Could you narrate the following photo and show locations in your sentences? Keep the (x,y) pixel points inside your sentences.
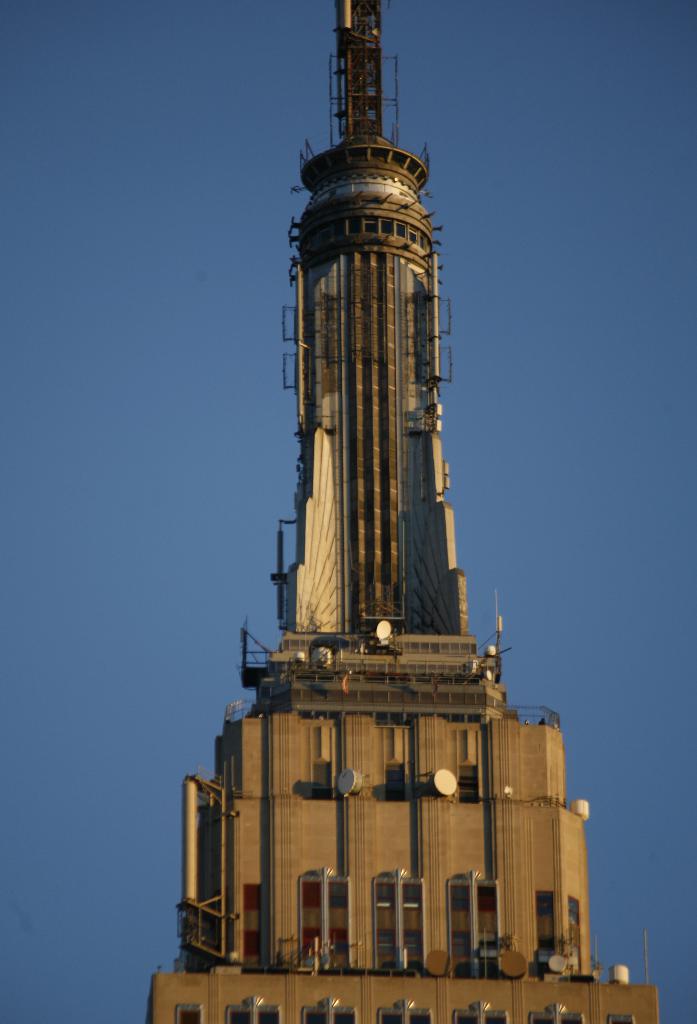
In the background (611,410) portion of the picture there is a clear blue sky (632,447). We can see a tower (517,781) in this picture.
